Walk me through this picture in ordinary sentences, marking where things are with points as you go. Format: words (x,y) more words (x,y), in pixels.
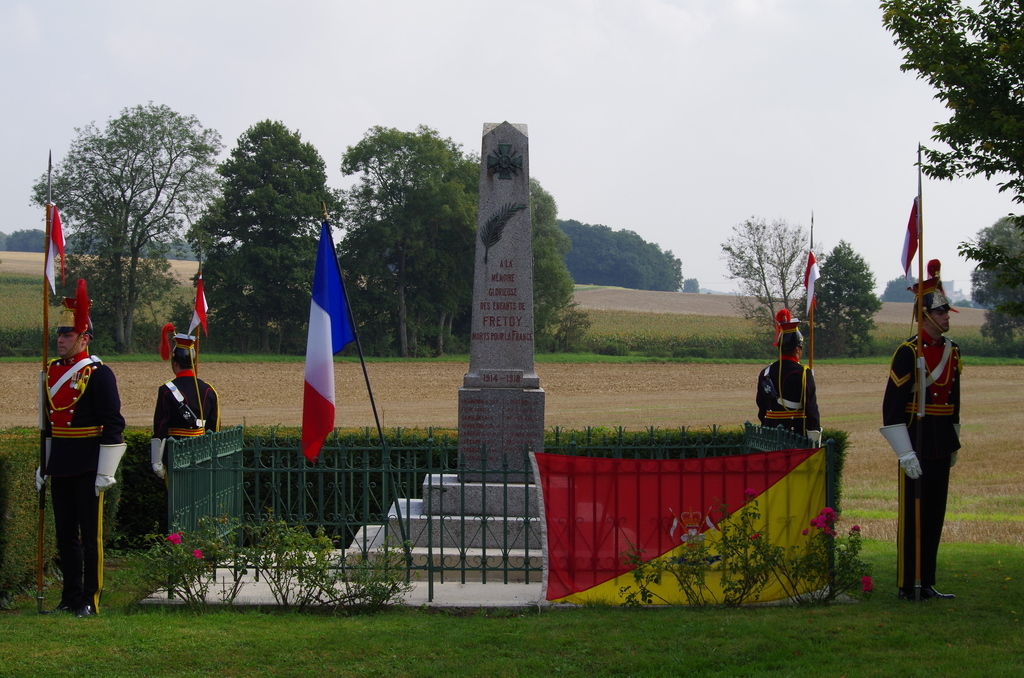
In this picture there is a pillar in the center of the image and there is a boundary (195,505) around it, there are people (798,376) on the right (924,535) and left side of the image (55,514) and there are trees (1015,226) in the background area of the image (239,180).
